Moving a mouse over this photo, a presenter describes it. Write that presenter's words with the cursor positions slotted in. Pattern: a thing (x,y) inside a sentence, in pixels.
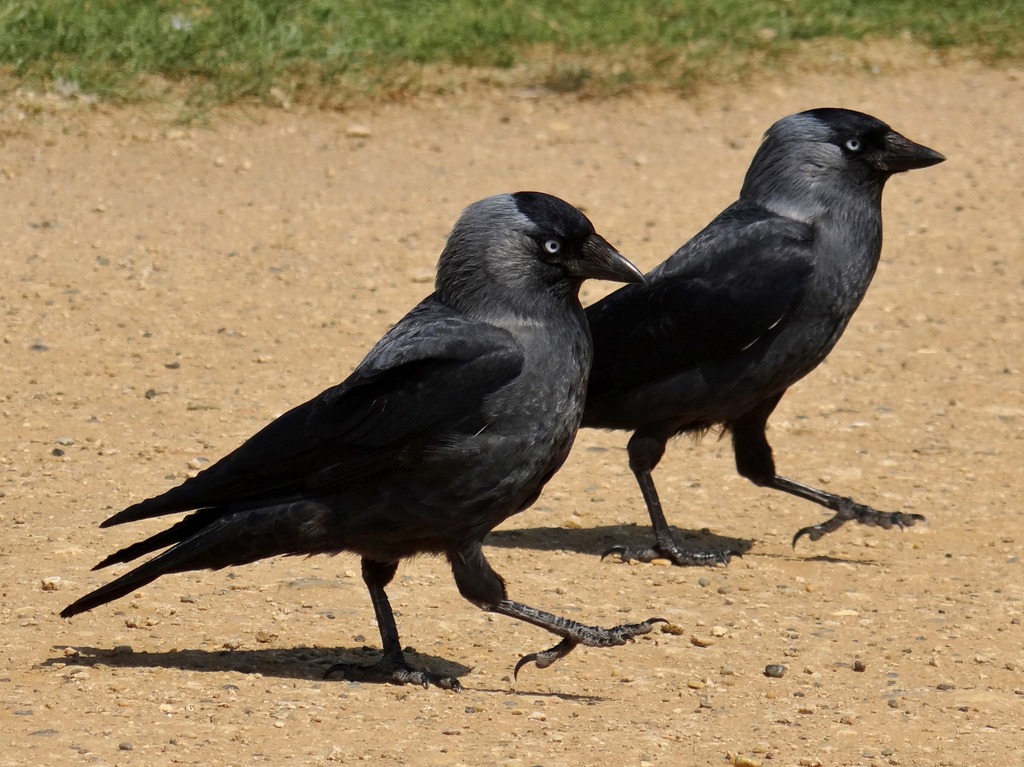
In this picture we can see two black crows (484,502) standing on the path (203,164). There are tiny stones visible on the path (74,169). We can see some grass (530,17) in the background (652,27).
